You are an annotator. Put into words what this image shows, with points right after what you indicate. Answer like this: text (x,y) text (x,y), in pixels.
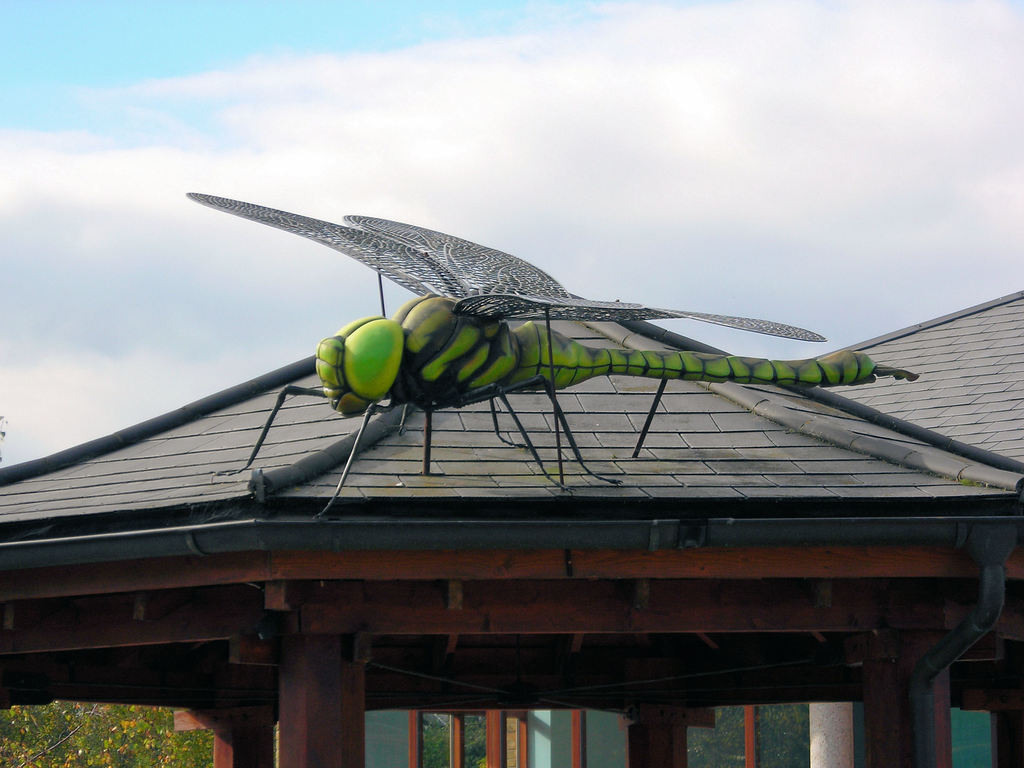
In this picture, we see a building (437,712) with a grey color roof (266,495). On top of the roof (598,337), we see the statue (544,368) of the insect (560,362) in green color. In the background (84,718), we see the trees (150,725) and a building (555,724) in blue color. At the top (398,171), we see the sky (502,215).
